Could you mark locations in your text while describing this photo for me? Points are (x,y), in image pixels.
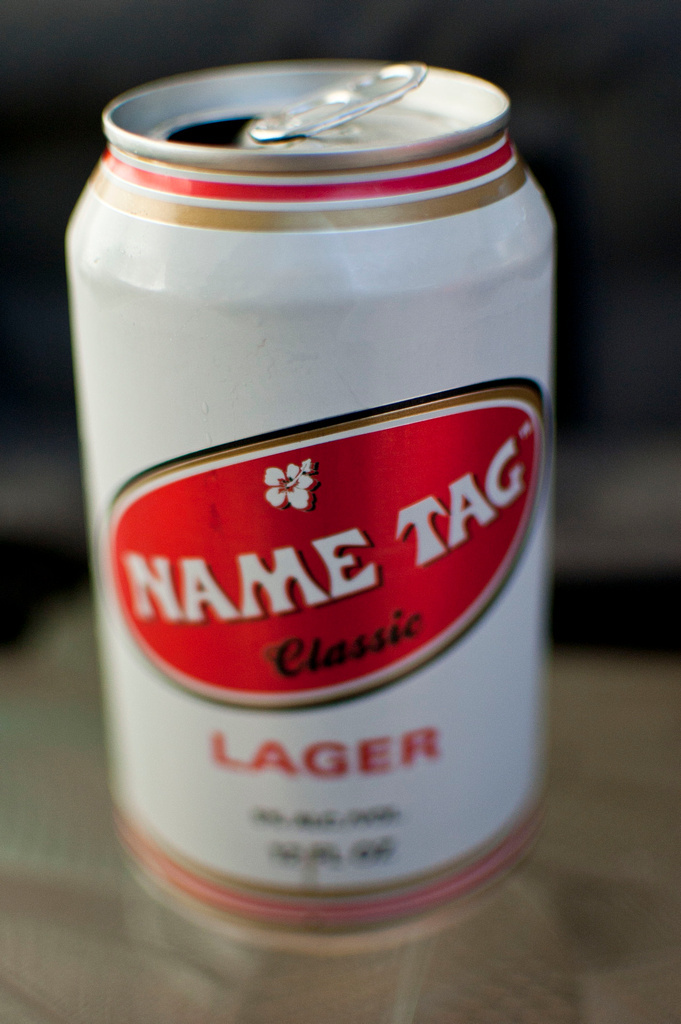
In this image we can see white color tin (338,756) on which we can see some text (367,744), is placed on the surface (535,932). This part of the image is blurred.
